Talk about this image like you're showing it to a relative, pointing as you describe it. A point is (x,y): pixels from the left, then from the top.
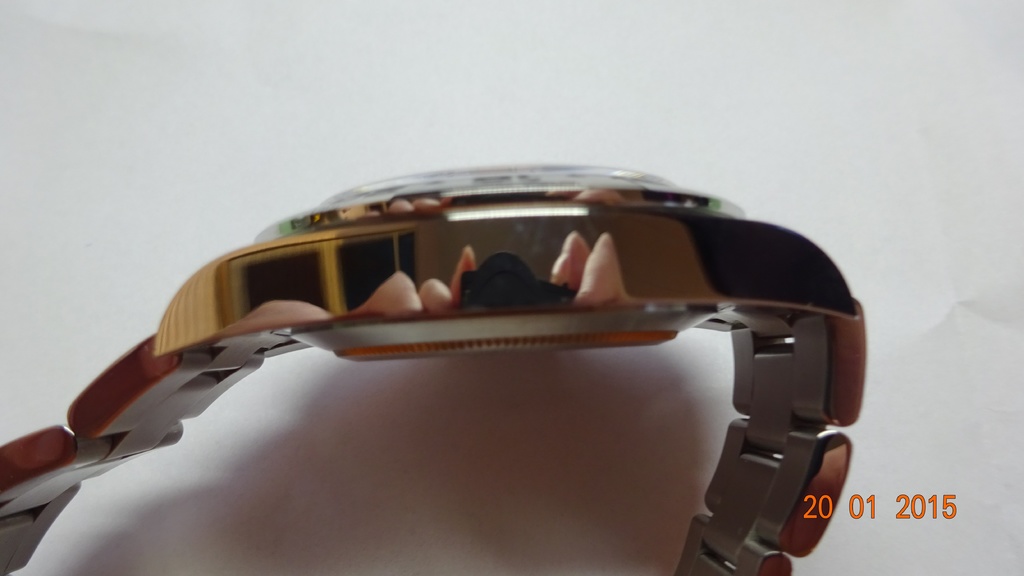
In this picture there is a golden watch (640,274) placed on the white paper (628,435). On the bottom right side of the image (818,519) there is a small date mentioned on it.
